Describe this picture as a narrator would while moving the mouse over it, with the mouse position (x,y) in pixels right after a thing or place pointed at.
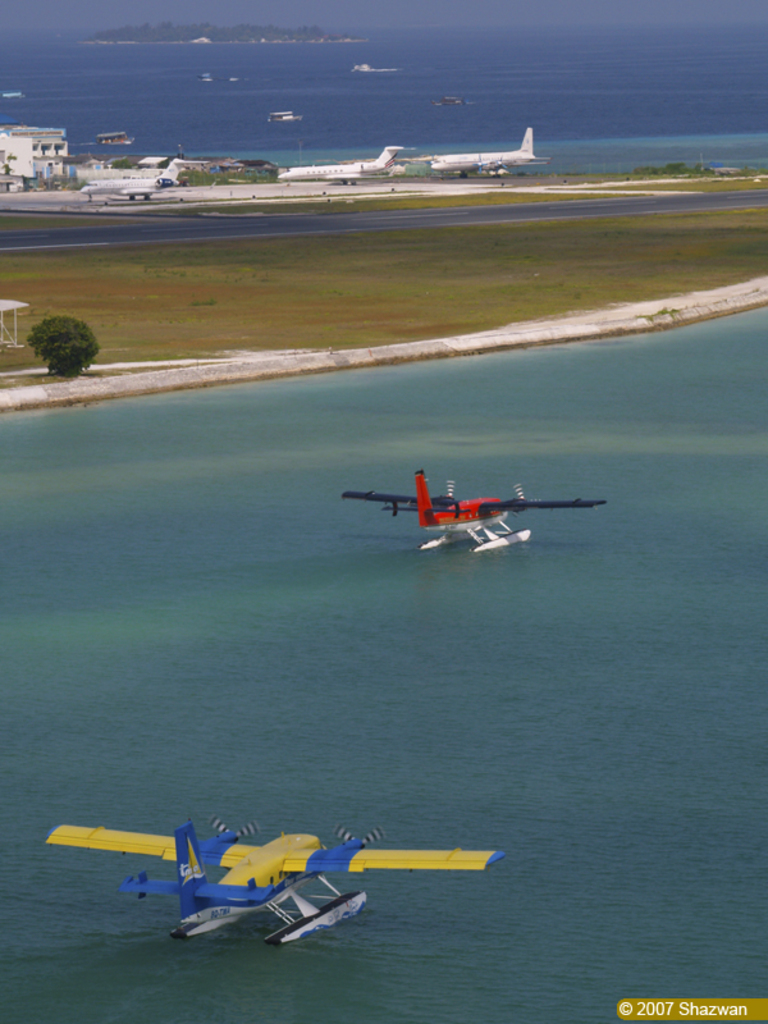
In this image there are two airplanes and boats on the water (217,139), airplanes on the runway (682,204), trees (692,170), building (19,174), and there is a watermark (759,1010) on the image.
